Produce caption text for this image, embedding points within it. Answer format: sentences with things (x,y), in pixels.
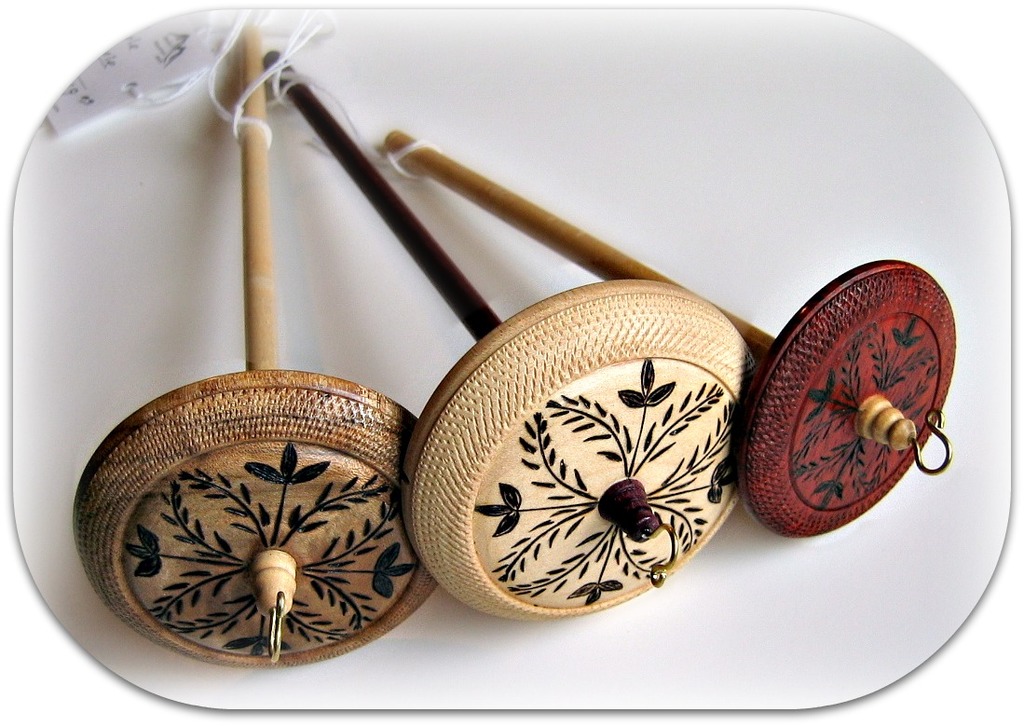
In this image we can see some wooden objects (634,297) and also we can see the thread (179,83) and a tag (185,69), the background (276,140) is white.
